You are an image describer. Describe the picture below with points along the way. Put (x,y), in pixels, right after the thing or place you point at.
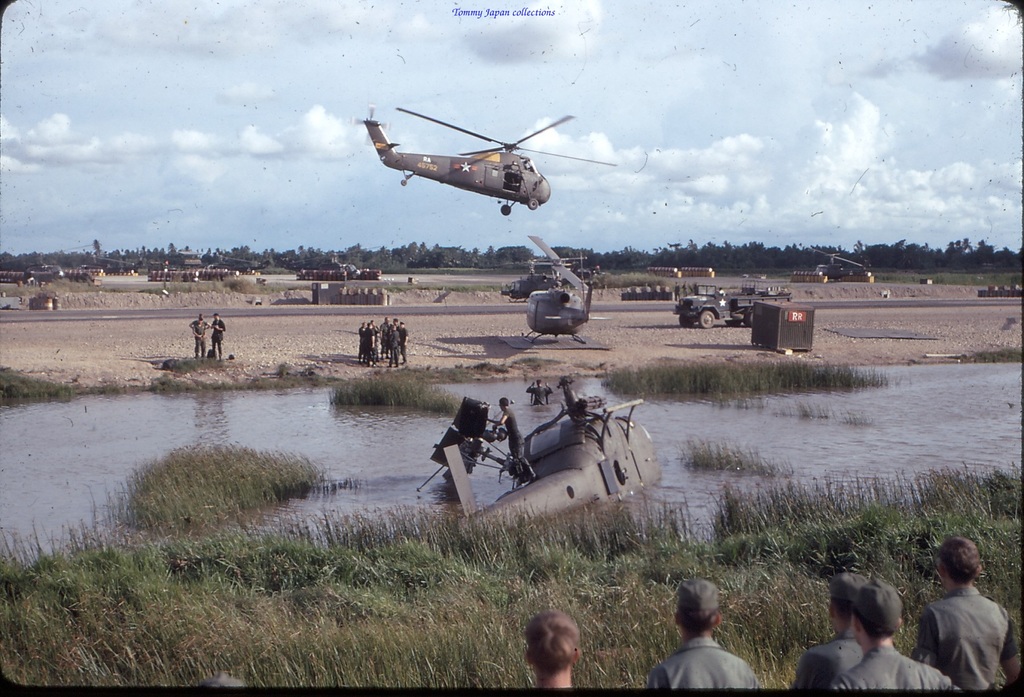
There is a helicopter (519,466) in the water (807,445). Also there are many people (701,681). On the ground (593,539) there is grass (867,532). One helicopter (494,180) is flying. In the back (728,314) there is a vehicle (724,299). In the background (273,241) there are trees (718,249) and sky (625,115) with clouds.
